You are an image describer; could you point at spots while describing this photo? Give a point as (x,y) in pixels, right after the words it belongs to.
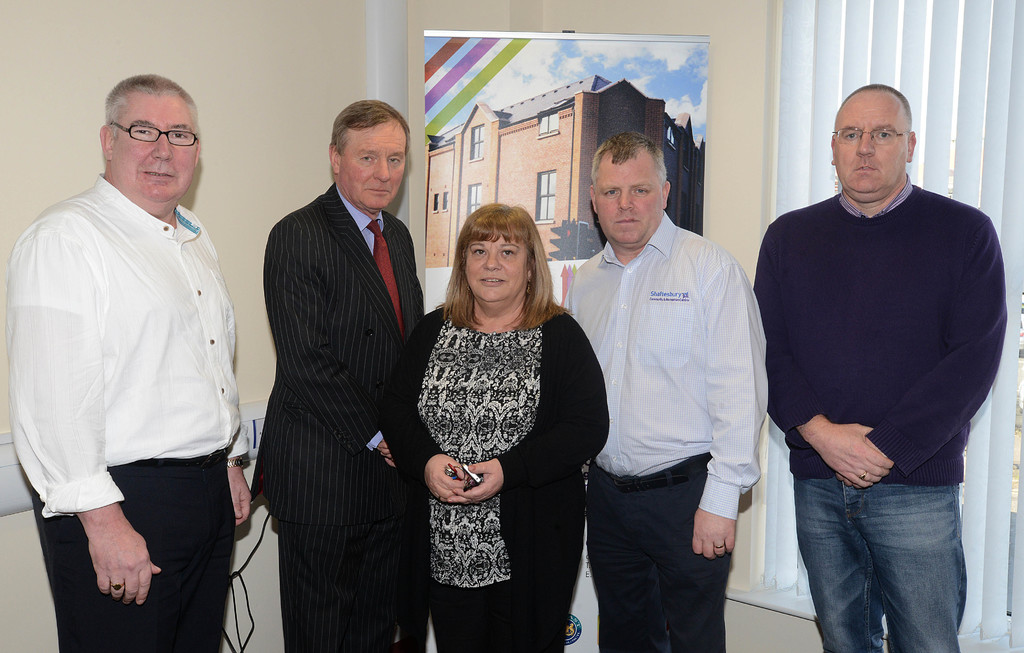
In this image we can see people (487,338) standing. In the background (684,150) there is a board (569,100) and a wall (410,86). We can see blinds (1017,104).
